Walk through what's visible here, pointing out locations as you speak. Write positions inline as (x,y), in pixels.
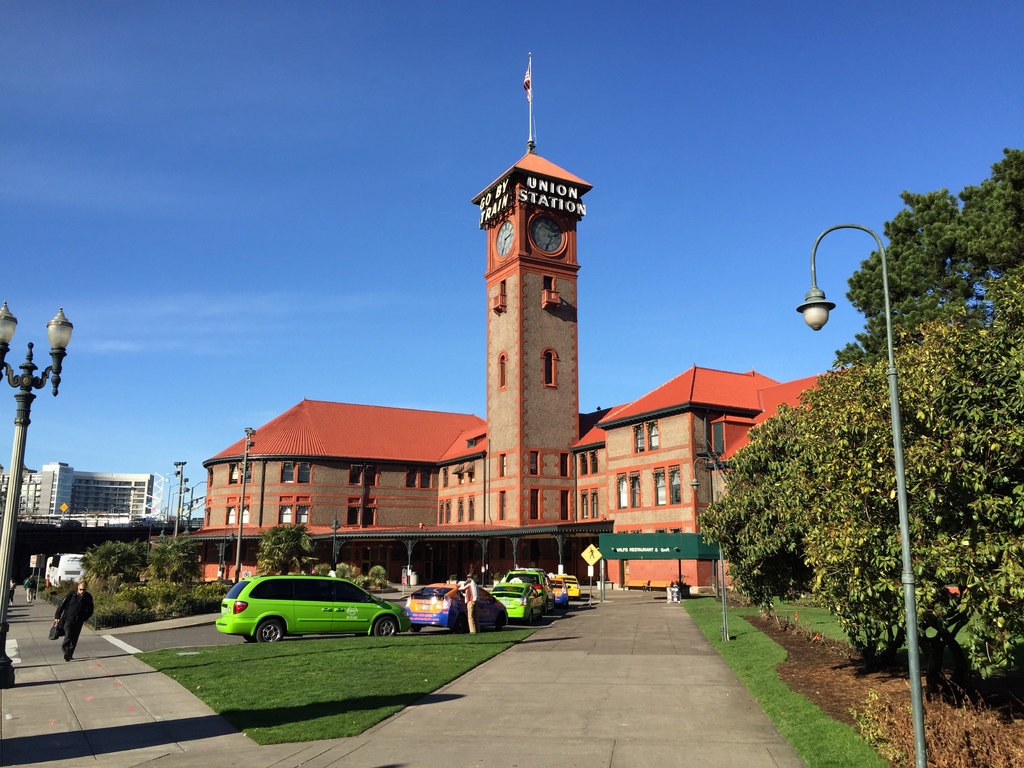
In this image we can see a clock tower (511,326), flag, flag post (530,110), buildings (373,498), street poles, street lights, motor vehicles (252,625), persons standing on the road (416,705), sign boards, trees (965,265) and sky (410,251) in the background (467,251).
